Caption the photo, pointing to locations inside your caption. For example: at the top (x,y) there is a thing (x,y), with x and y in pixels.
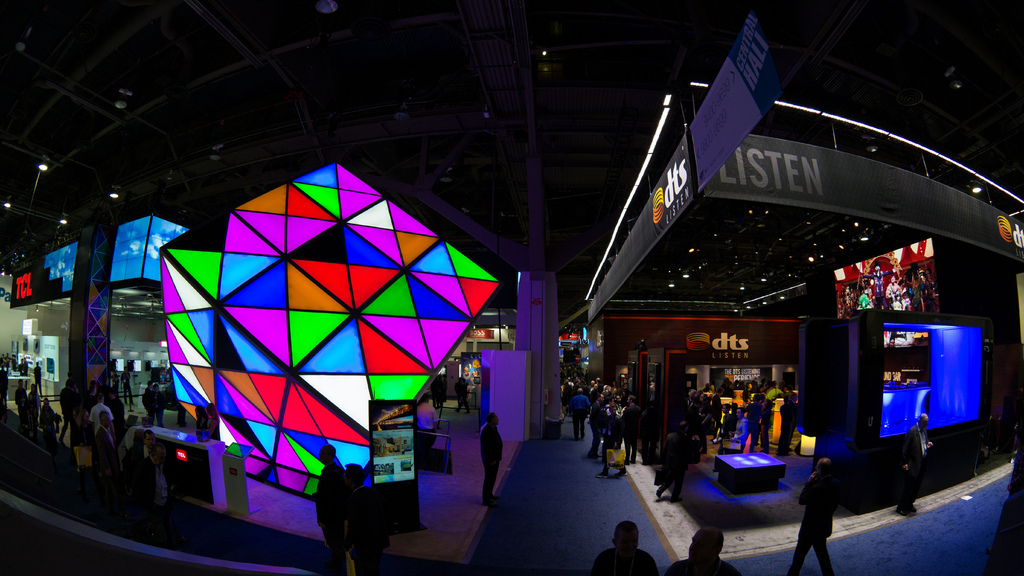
It is a wide angle image of some event, there is a huge crowd (658,451) and around them there are some posters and led screens (420,293) displaying some pictures (880,300).
